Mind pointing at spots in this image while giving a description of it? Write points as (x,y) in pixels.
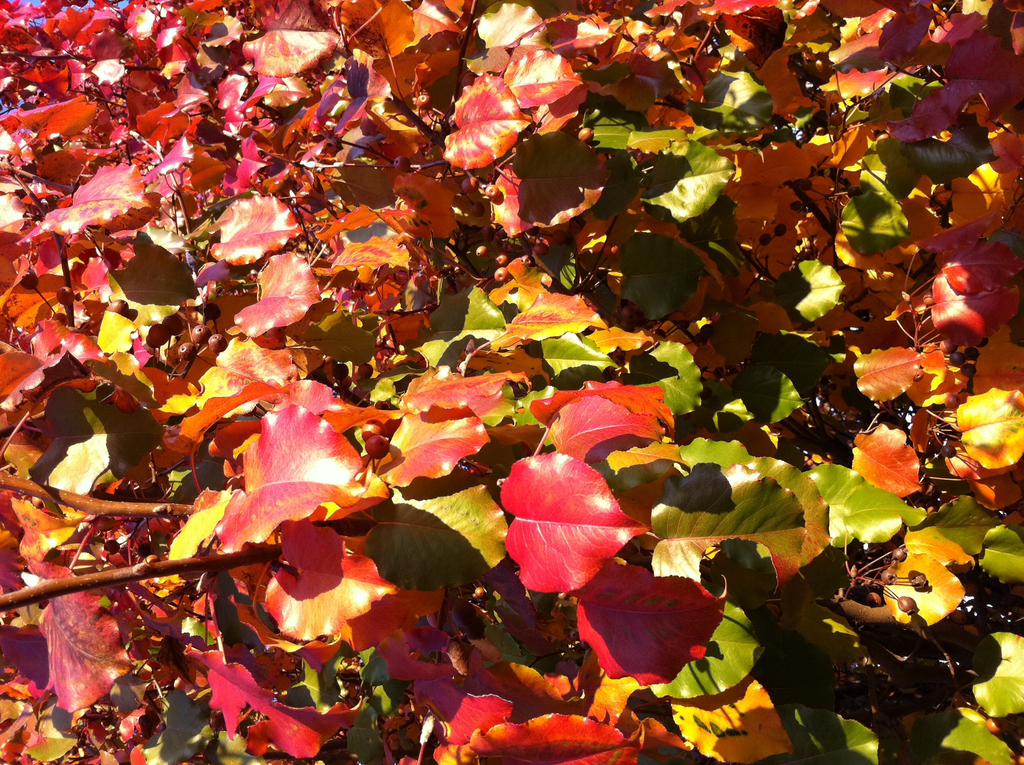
In this image we can see some leaves (418,466).
